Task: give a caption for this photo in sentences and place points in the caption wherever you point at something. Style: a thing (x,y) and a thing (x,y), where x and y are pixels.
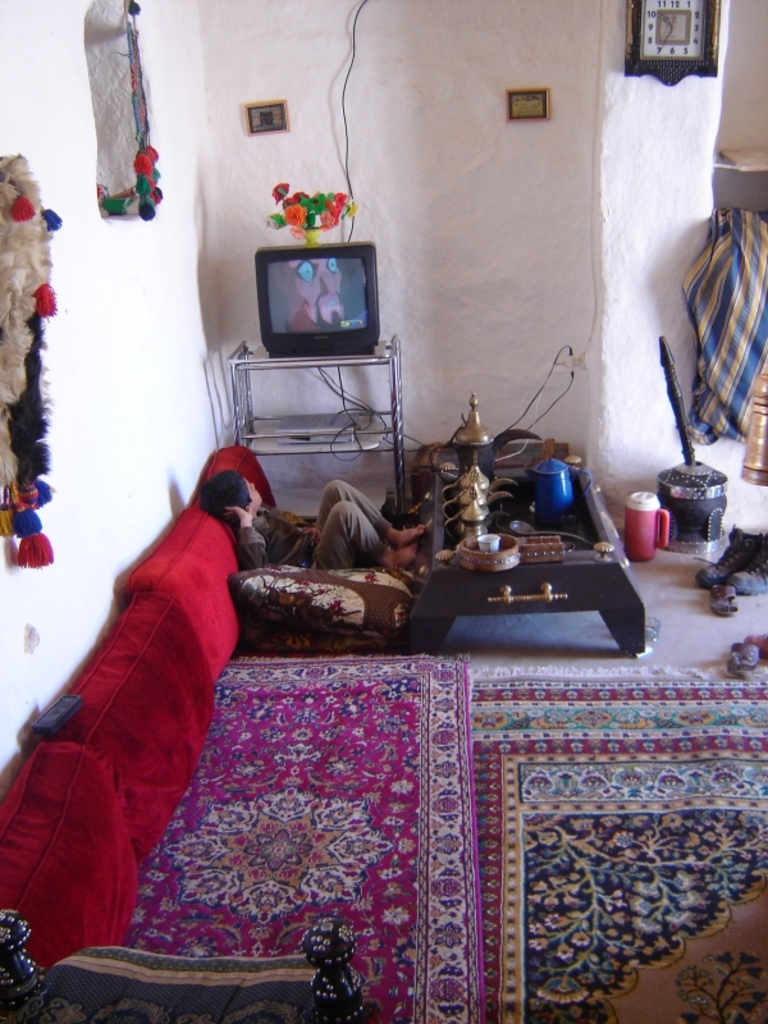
There is a person (347,520) on bed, in front of this person (414,530) we can see kettles (509,436) and objects (474,565) on the table (573,574). We can see pillows (51,735), mats (372,861), jug (641,547), footwear (745,571) and objects (24,932) on the floor (663,641). In the background (330,302) we can see television (308,300) on stand (340,356), flowers (276,214) in a vase (308,235), cloth (704,355), clock (675,69), frames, decorative items (29,430) and wall (481,258).
